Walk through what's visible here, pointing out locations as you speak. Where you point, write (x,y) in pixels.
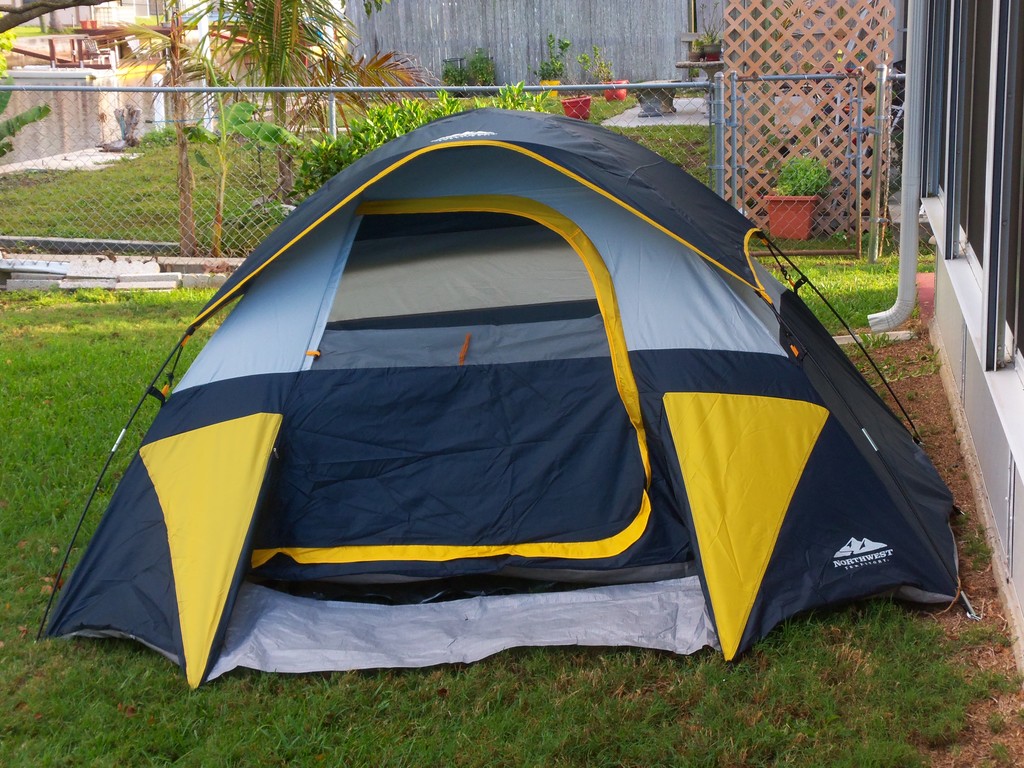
In this image, we can see the tent (343,422). We can see the ground (210,682). We can see some grass (51,422), plants (322,156), trees (172,106). We can see the fence (600,86). We can see the wall (957,327) with some objects (987,44) and a pipe (906,47). We can also see some flower pots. We can see some wood (889,19).
